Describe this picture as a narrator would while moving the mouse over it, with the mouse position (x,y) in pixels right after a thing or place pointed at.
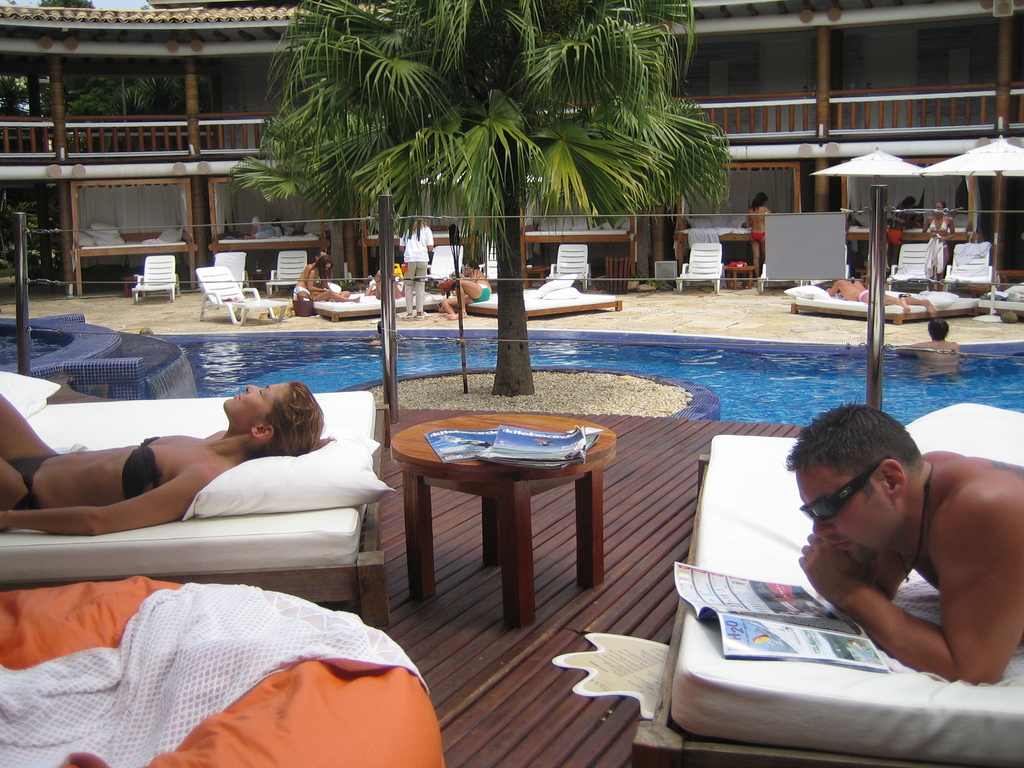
There are group of people (852,495) in the image who are lying on bed (262,553). On bed (260,539) we can see pillows (282,481), blankets (193,638) and we can also see a table (427,470) in middle of the image (527,428), on table (493,428) we can see two books (451,450), trees (560,40) in background (22,59) there is a building (842,65), pillars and sky (112,4) is on top (125,2).
